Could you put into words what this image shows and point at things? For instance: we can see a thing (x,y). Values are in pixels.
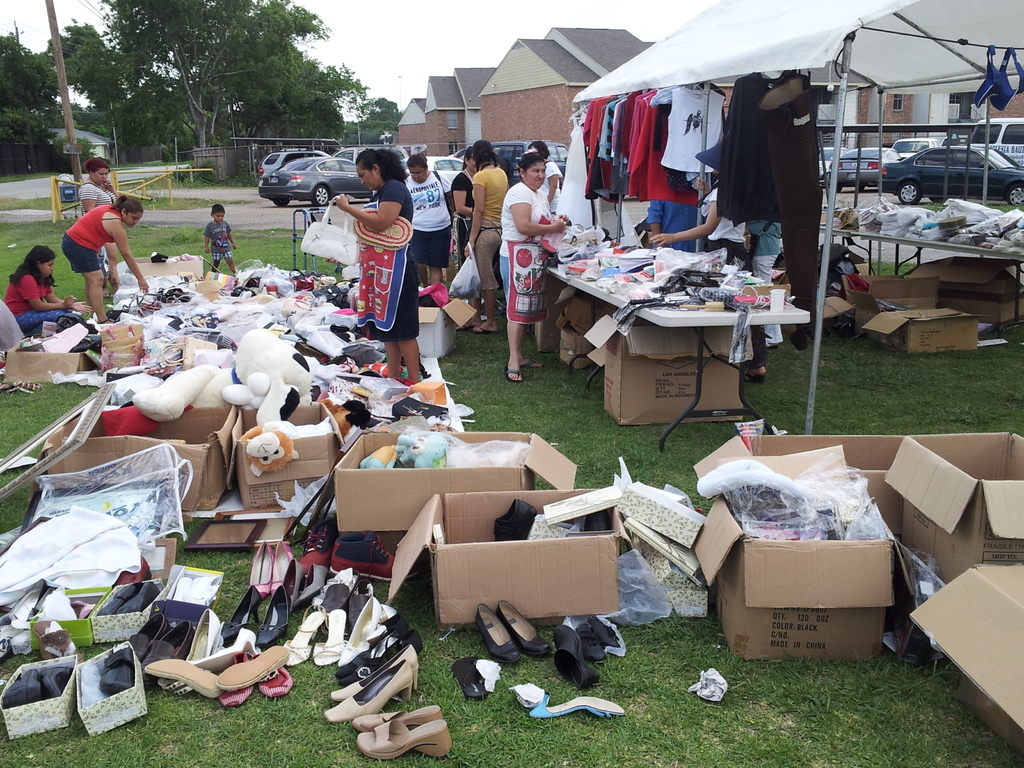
Here we can see group of people (499,178) standing near a tent (716,66) which is having all clothes (738,150), toys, shoes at the back (289,165) we can see cars (289,163), houses (439,123) and trees (285,81) and the sky (403,46) is clear.
